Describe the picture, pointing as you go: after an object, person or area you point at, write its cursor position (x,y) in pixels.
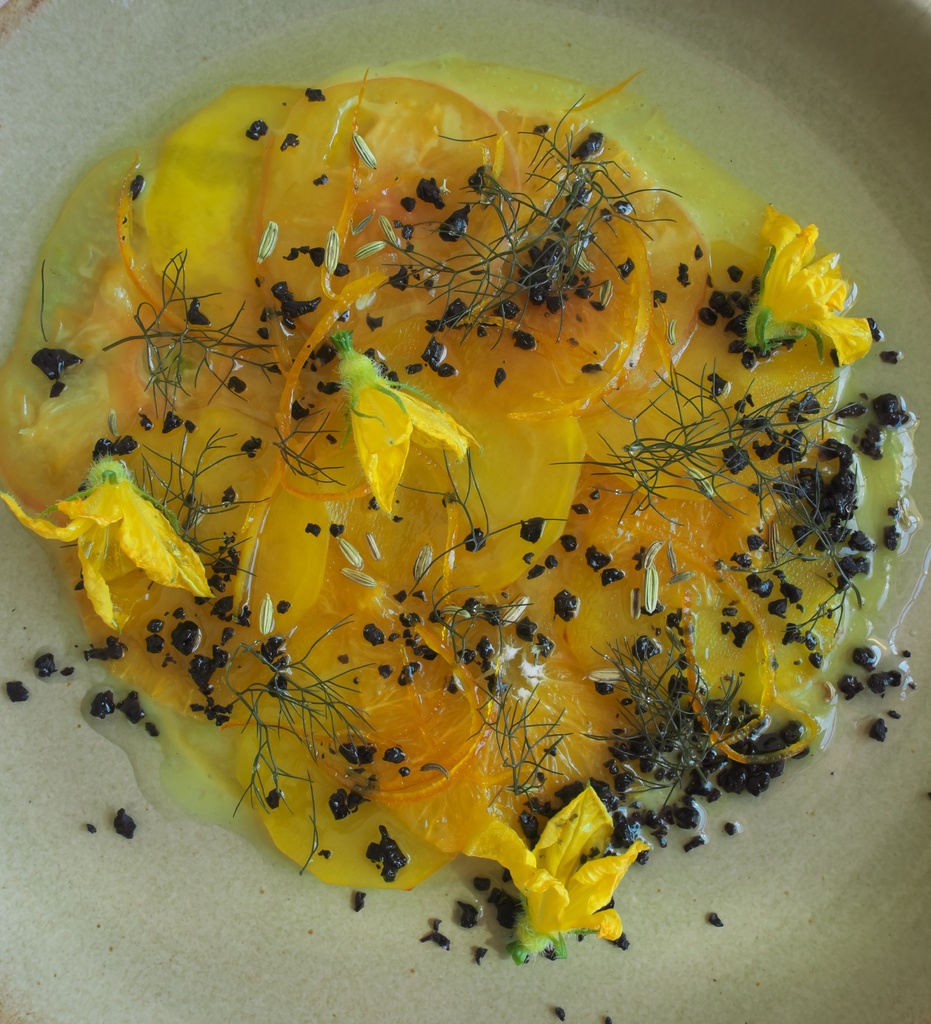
In this image there is one plate (179,21), and in the plate (487,9) there is some food (444,538).
